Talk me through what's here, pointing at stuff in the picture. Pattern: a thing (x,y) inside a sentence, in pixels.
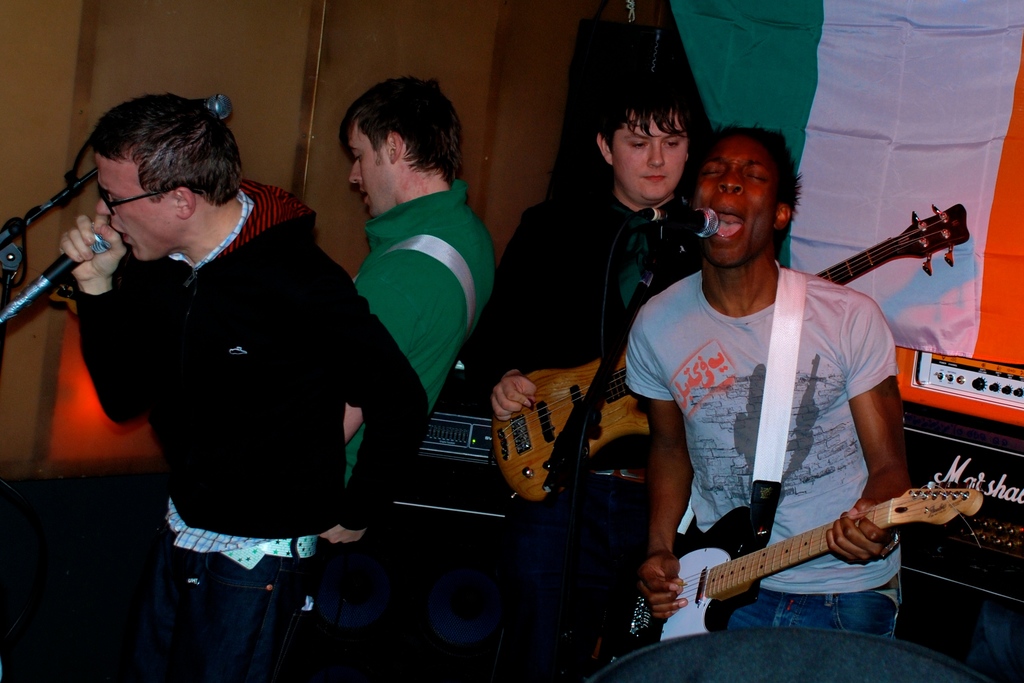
In the picture there are four persons (508,324) performing some music and singing along in the left corner (188,289) the person (244,368) wearing a black jacket (244,388) is holding a mic (44,279) in his hand (81,257) and singing he has a glasses (130,198). In the right (715,342) the person (726,350) is wearing a grey t shirt (819,336) holding a guitar (738,526) in his hand (842,529) and singing along in front of him there is mic (685,222) and in the back ground (631,223) there are two persons (630,236) holding a guitar (602,379) one is dressed in black the other is dressed in green in the right corner of the picture (851,125) there is flag (870,79) colored green white and orange and there is some musical instruments (969,416) to the right corner (973,426). In the left corner (278,66) background (223,50) there is wooden plank (264,39) in brown in color.
